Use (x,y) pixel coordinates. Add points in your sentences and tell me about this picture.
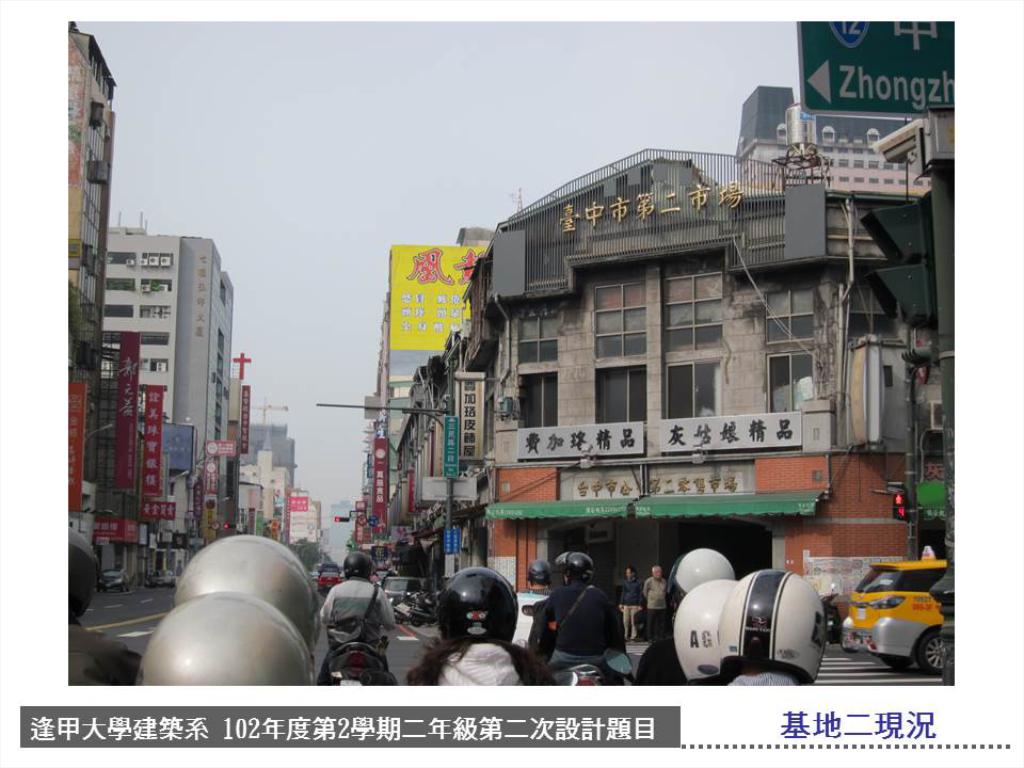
In this picture we can see some people (510,642) with the helmets (213,560) and in front of the people (553,615), there are vehicles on the road (128,588) and some people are standing and there are poles (434,416) with directional board (452,447) and traffic signals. Behind the people (599,596) there are buildings (643,578), boards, hoarding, banners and a sky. On the image there is a watermark (883,723).
